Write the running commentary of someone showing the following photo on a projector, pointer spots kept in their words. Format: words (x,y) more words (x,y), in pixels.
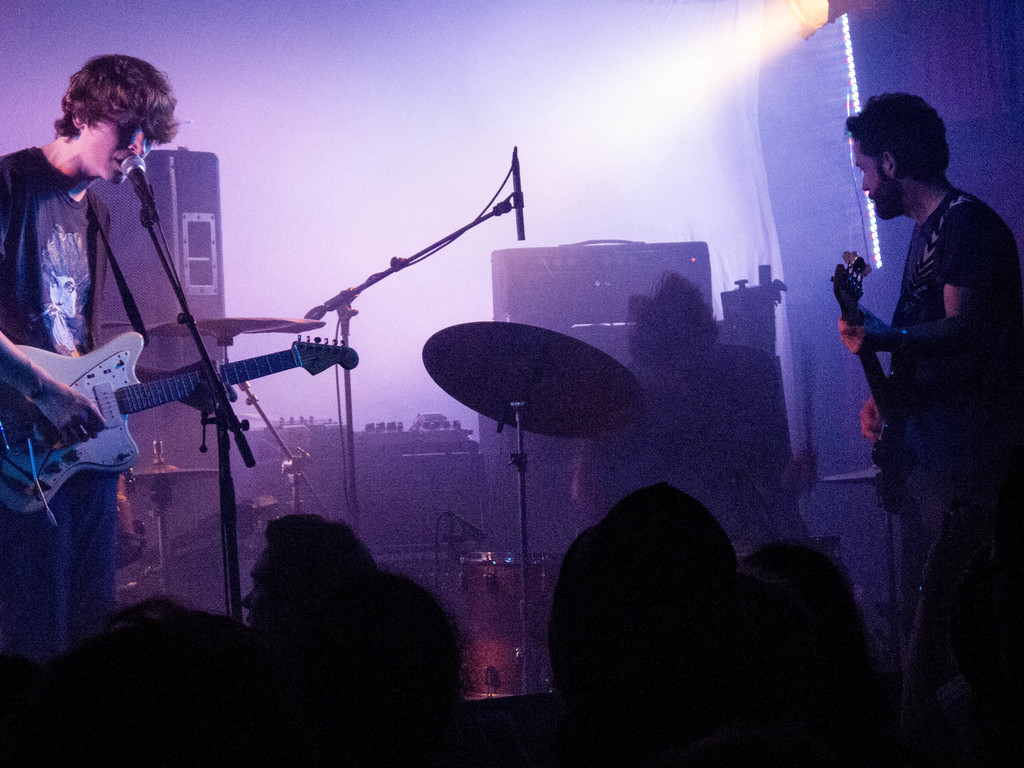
in the picture we can see a person (115,151) standing near the microphone (123,165) holding a guitar (116,352) and singing, the other person (920,299) is standing and holding a guitar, we can see persons (391,663) standing in front of them and watching them, we can see a stage (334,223) with drums (482,405).
